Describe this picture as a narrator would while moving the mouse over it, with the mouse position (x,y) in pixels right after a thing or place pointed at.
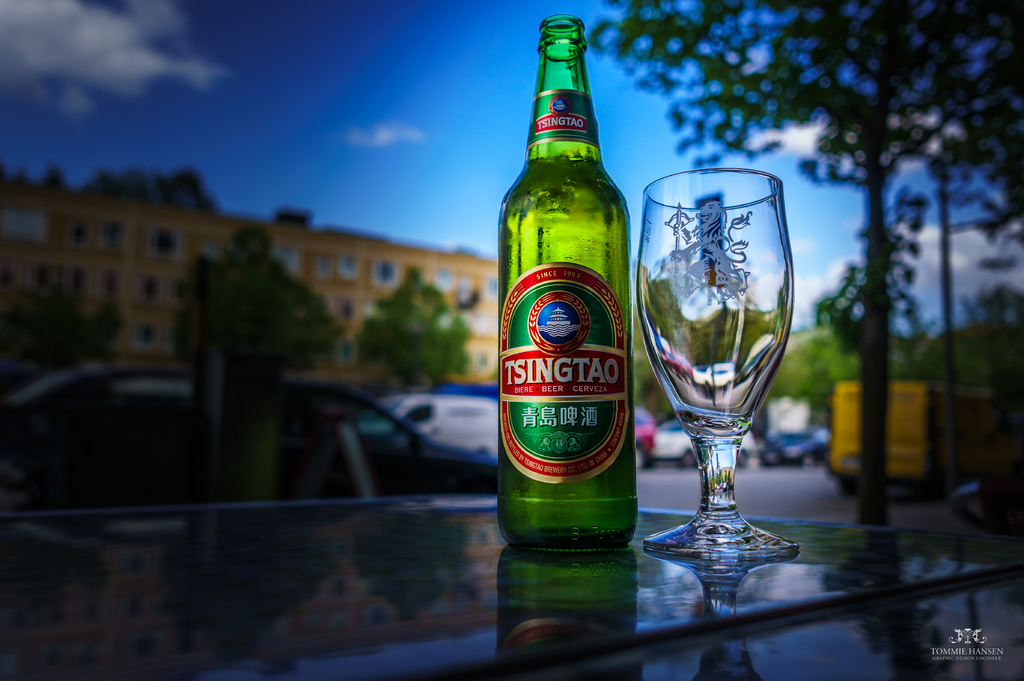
As we can see in the image there is a sky (316,88), tree (679,120), building (284,230), cars (388,433) and a table (410,605). On table (673,580) there is a glass (750,340) and a bottle (544,424).
